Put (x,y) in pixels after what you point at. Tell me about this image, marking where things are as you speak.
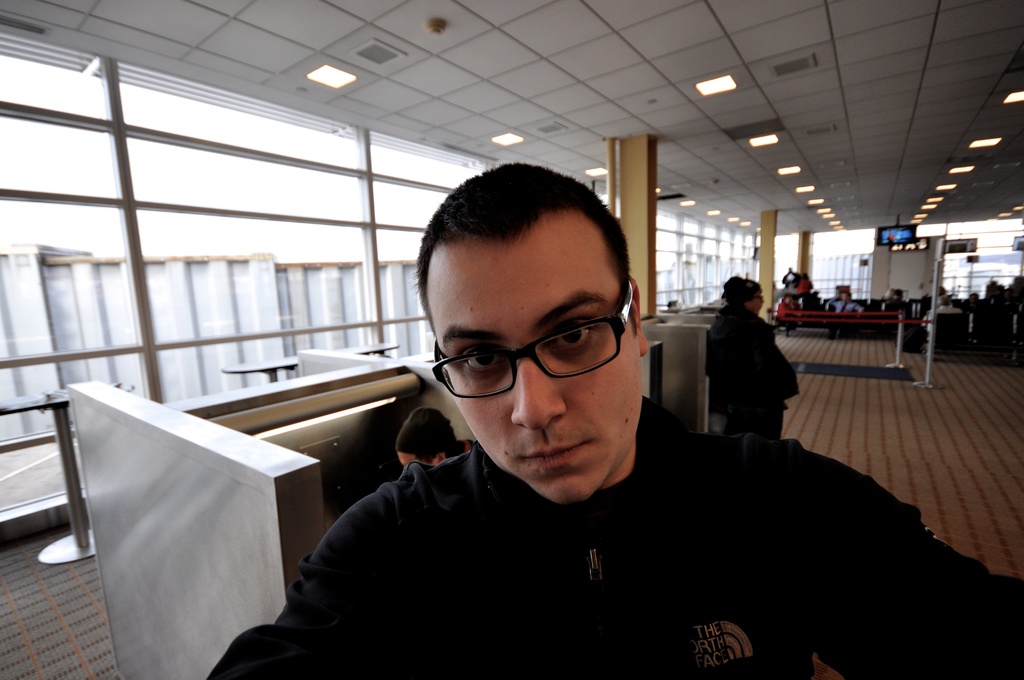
In this image we can see a group of people (644,588). On the left side of the image (66,460) we can see some table (270,369) and metal poles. On the right side of the image (911,236) we can see some people (978,306) sitting on chairs (980,319) and a television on the stand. In the center of the image (631,262) we can see pillars (625,209) and a pipe (614,158). At the top of the image (329,87) we can see some lights (342,81) on the roof (775,54).
